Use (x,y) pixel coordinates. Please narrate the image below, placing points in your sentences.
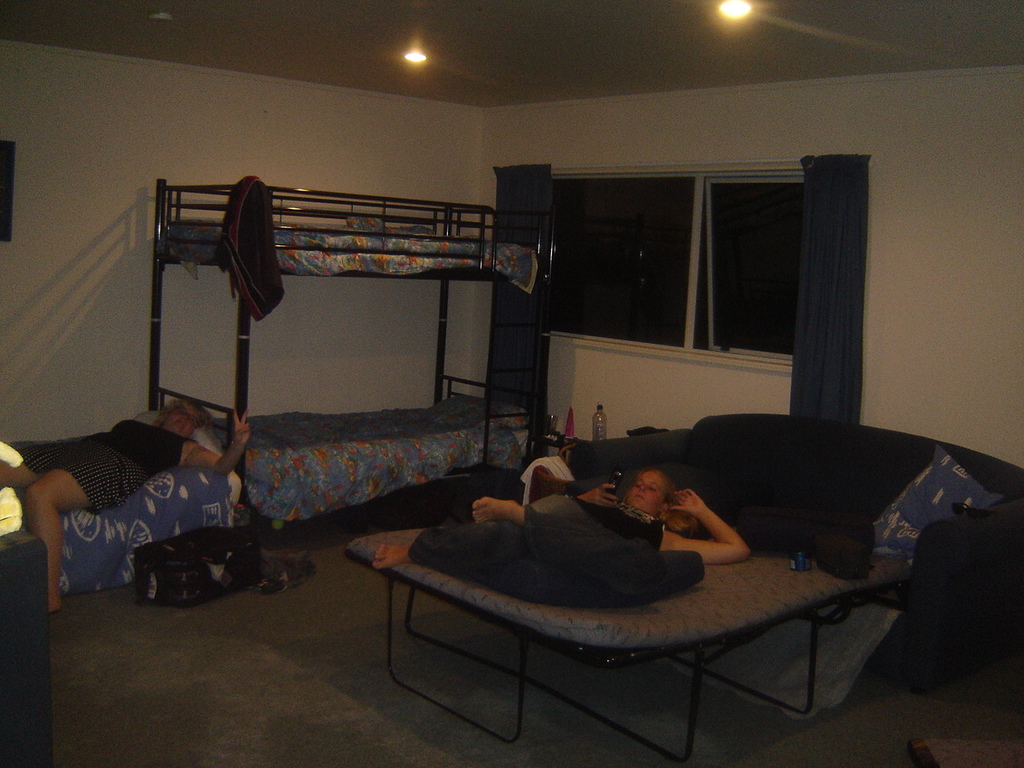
The picture is taken inside a room (177,684). In this picture we can see beds (147,508), blankets (453,422), bags (222,538), bottle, people (585,550) and various objects (917,487). In the background (774,311) we can see curtains (836,257), windows (753,236) and wall (377,150). At the top (444,36) we can see ceiling (407,36) and light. On the left (14,717) there is desk (10,631) and yellow color object (8,488).
